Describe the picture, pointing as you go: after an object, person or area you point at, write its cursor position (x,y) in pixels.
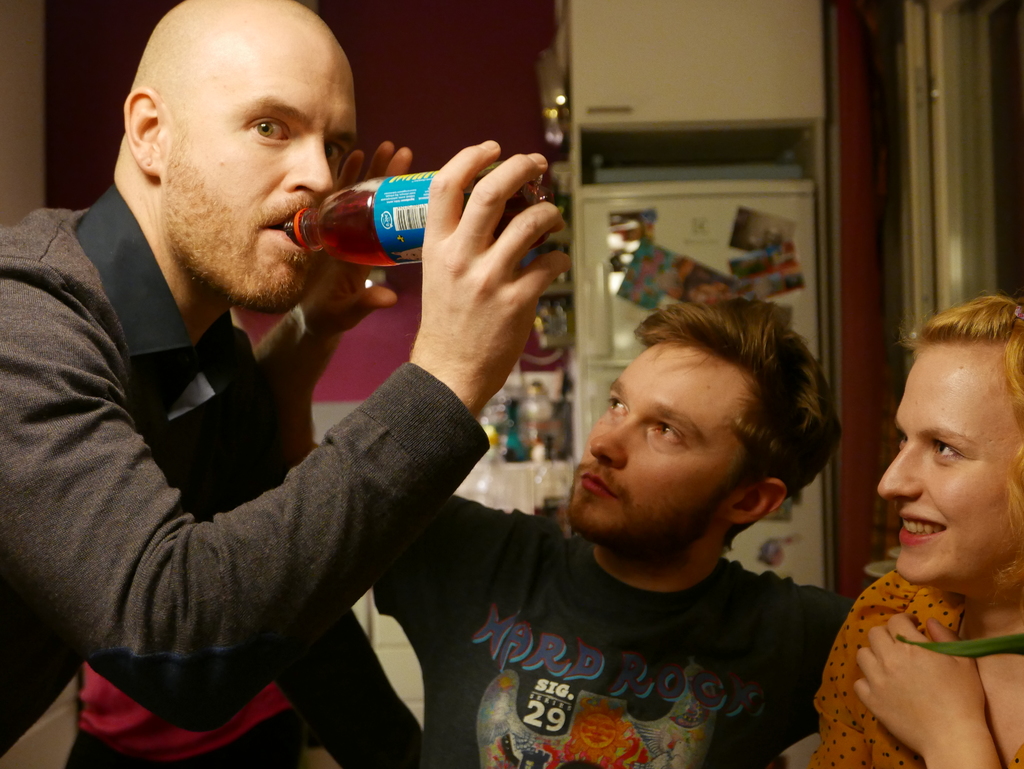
In this picture we can see a man (302,98) drinking red drink (357,231) from the bottle (382,222) and looking at the camera. Beside we can see a man (696,552) and a woman (936,542) sitting and looking at him. Behind we can see the white iron box (705,221) and a purple wall (382,138).
